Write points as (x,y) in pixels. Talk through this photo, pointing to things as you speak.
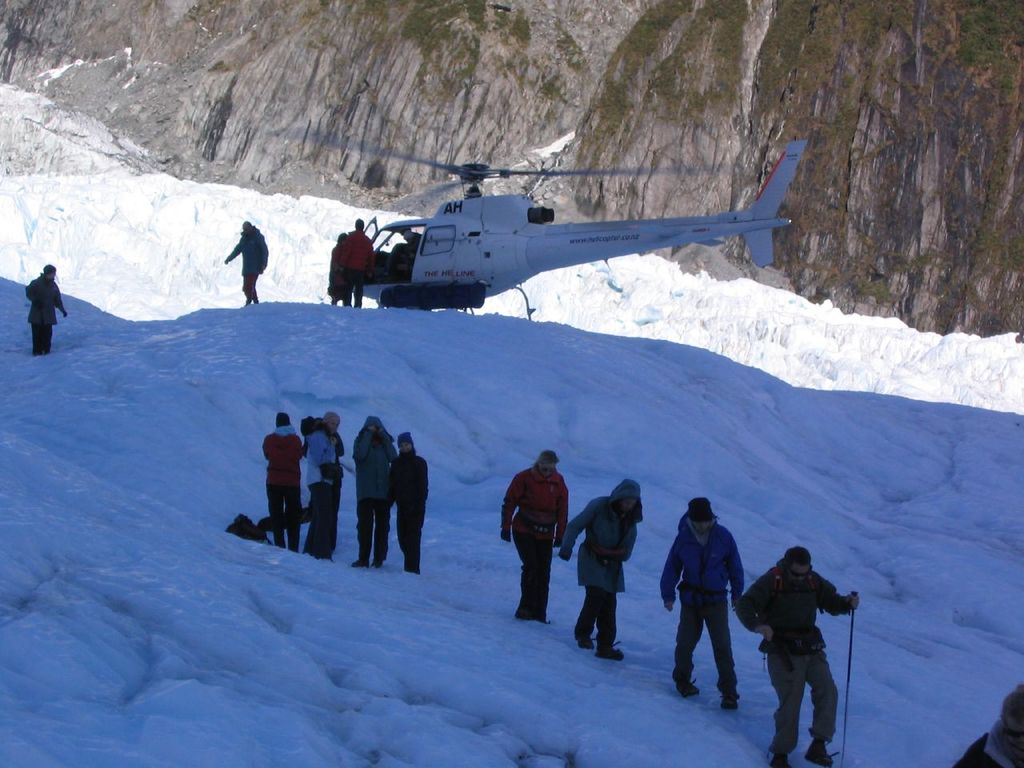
In this image there are some persons (531,605) standing at bottom of this image (708,544), and there are some persons (33,318) standing at left side of this image (31,299). There is a helicopter (501,235) as we can see in middle of this image (495,265) and there is a mountain (435,125) in the background (545,96) and there is a white snow (477,435) at bottom of this image (392,611).
